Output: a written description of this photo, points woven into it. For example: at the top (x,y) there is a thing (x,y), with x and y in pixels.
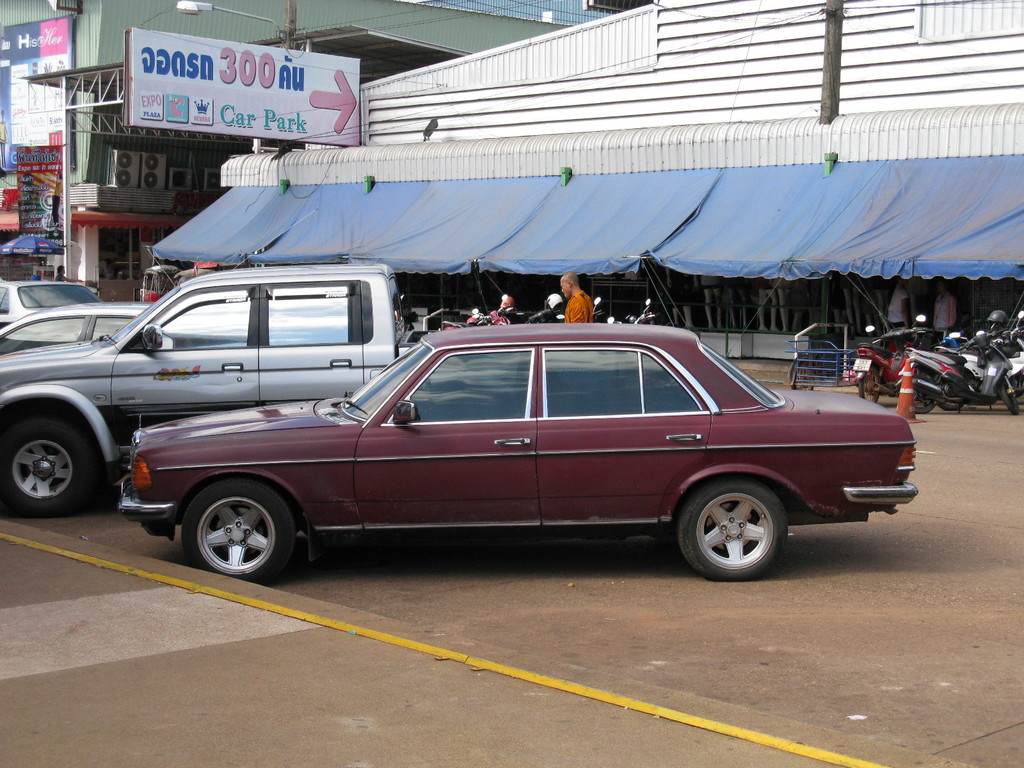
In this picture I can observe some cars (258,419) parked. On the right side (909,343) I can observe some bikes (940,352) and a traffic cone (904,383). There is a blue color fabric roof (428,229) in the middle of the picture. In the background (364,27) there is a building (331,32).
